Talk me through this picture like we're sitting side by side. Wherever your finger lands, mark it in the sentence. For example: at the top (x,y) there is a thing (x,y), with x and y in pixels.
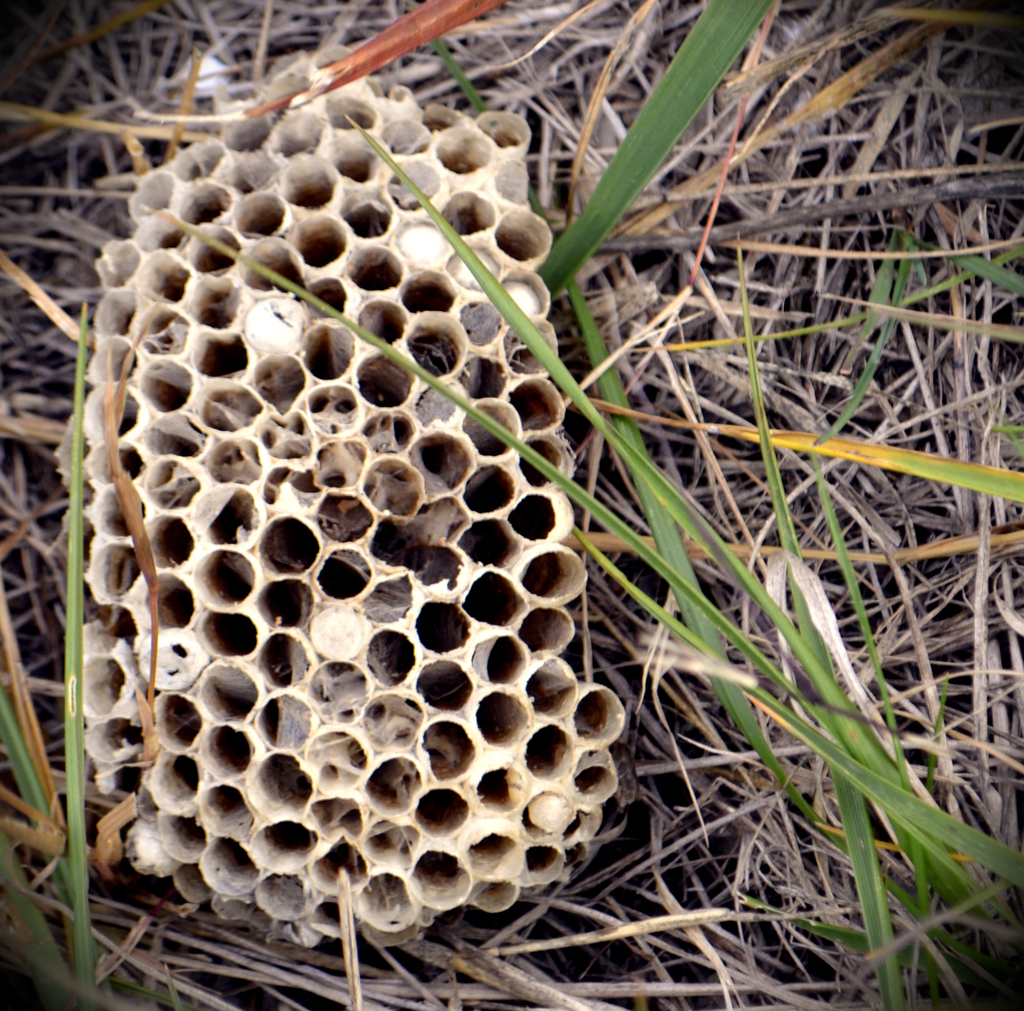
In this image we can see honeycomb (331,890) and some grasses (621,556) around it.
